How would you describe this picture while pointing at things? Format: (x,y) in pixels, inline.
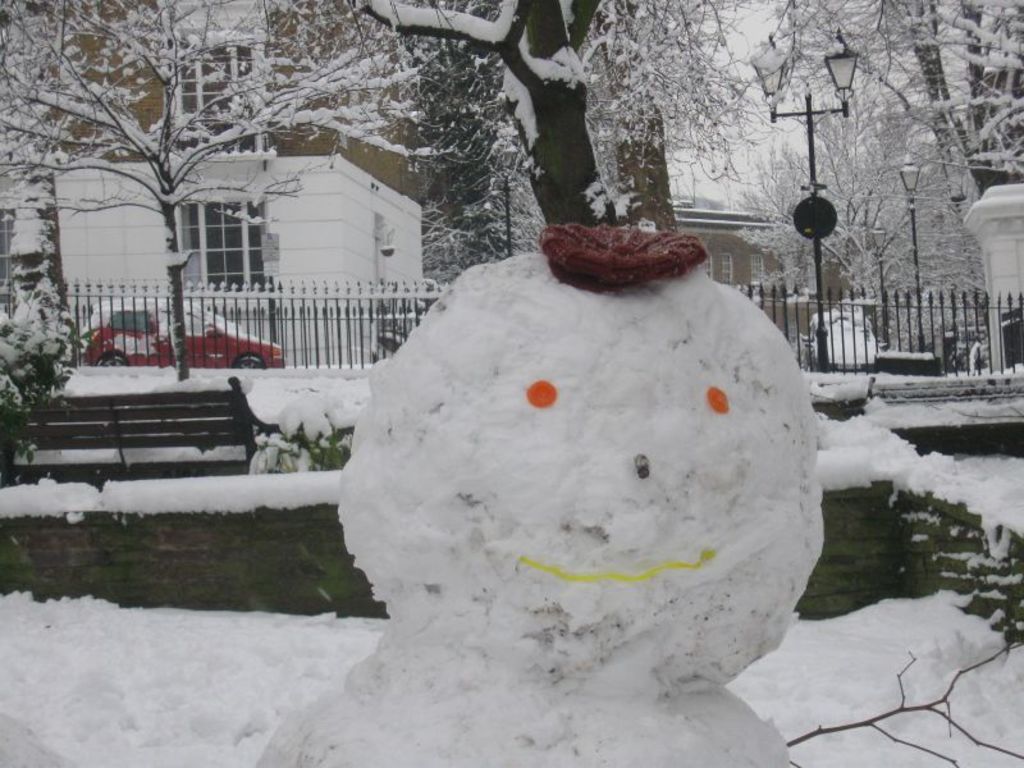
In this image, we can see a snowman (519,437) with a cap (589,264). In the background (94,449), we can see the plants (36,390), bench (60,475), snow (1012,499), fences (1017,308), vehicle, buildings (1020,289), trees (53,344), street lights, walls (1000,452) and glass objects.
